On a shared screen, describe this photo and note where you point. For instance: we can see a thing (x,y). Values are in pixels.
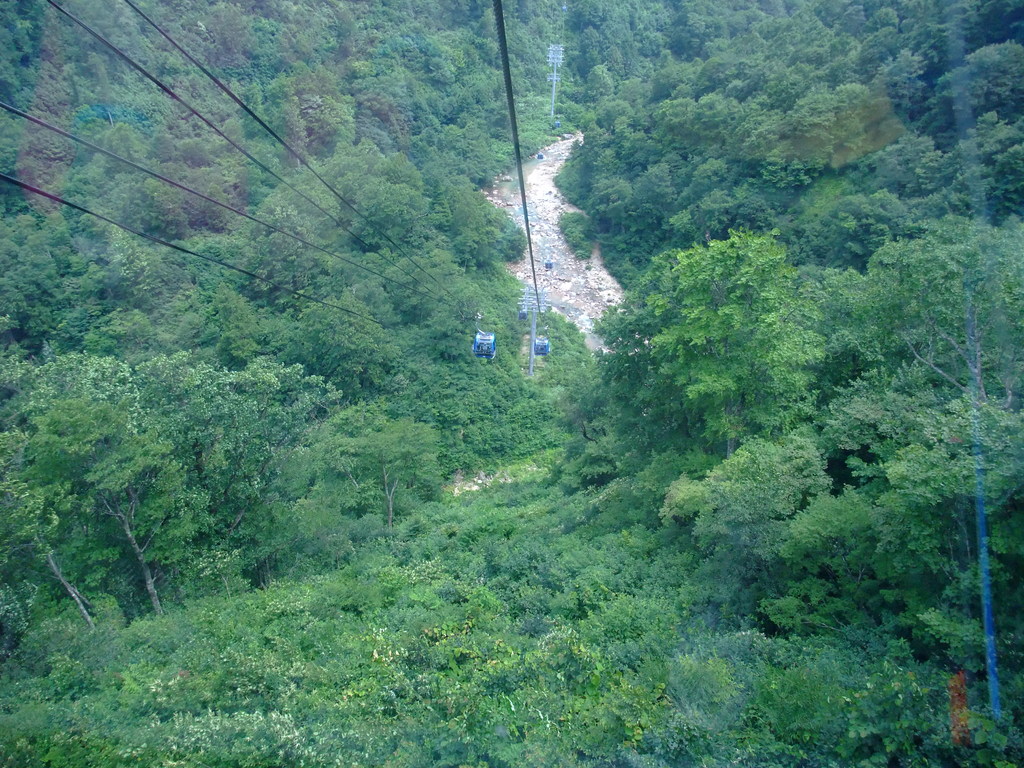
In this image there are cable cars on the ropes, behind the cars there are trees (262,303) and there is a stream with rocks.
